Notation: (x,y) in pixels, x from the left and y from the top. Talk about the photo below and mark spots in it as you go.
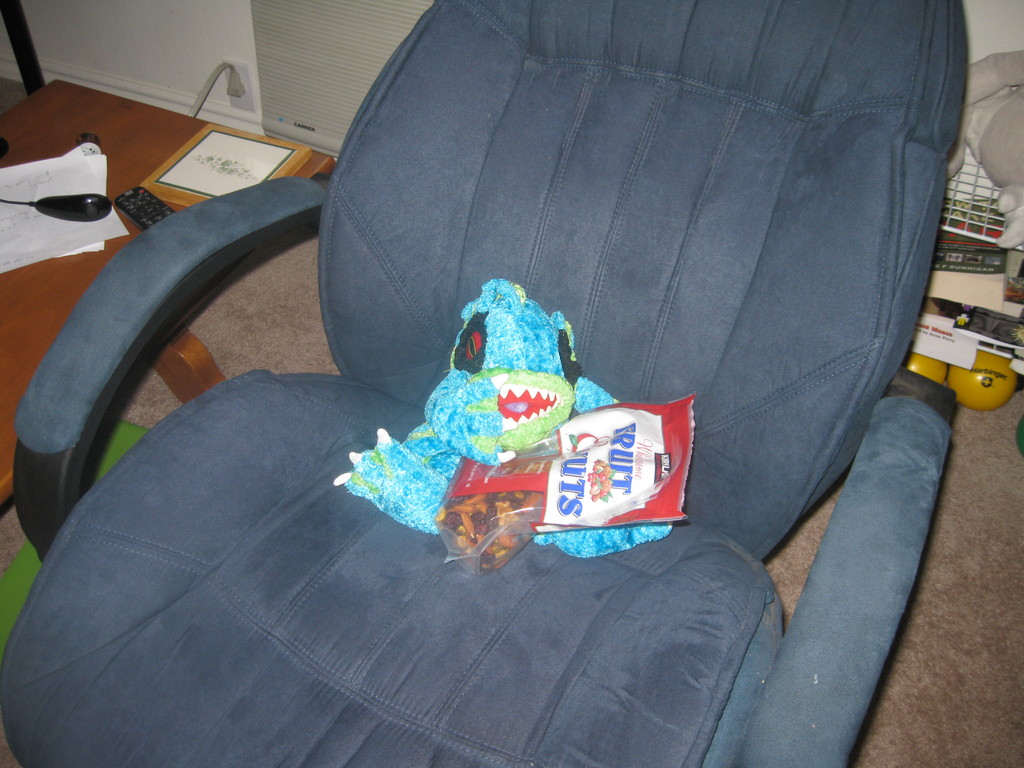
There is a chair (544,219). On the chair (563,264) there is a doll (528,431) and a packet (536,523) with some items (513,520). Near to the chair (142,267) there is a table (118,163). On the table (91,205) there is a remote (130,219), papers (86,224) and some other items (196,170). In the back (240,33) there is a wall (161,38). Also there is a doll (980,141) and some other items (993,301) on the right side (994,370).
